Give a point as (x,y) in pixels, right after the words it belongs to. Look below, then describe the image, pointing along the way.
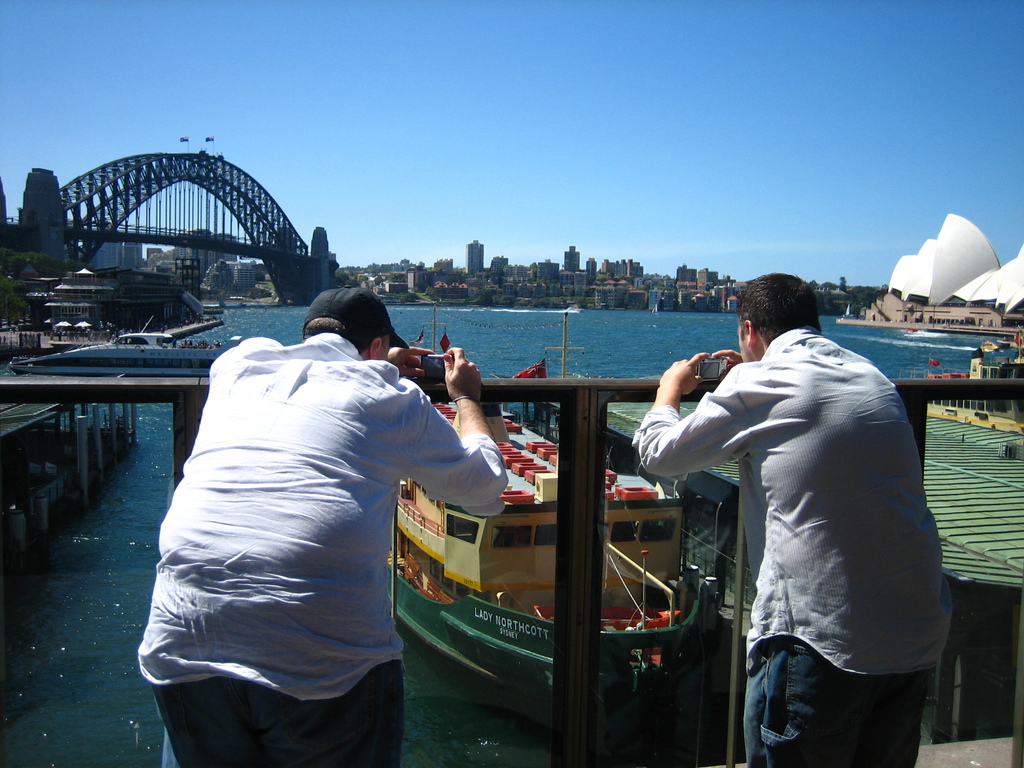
In this image we can see two persons (754,520) wearing white color shirts (182,551) leaning to the fencing (616,389) holding camera (424,378) in their hands (681,364) and at the background of the image (634,525) there are some boats (456,515), bridge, buildings (923,270) and clear sky (464,93).
